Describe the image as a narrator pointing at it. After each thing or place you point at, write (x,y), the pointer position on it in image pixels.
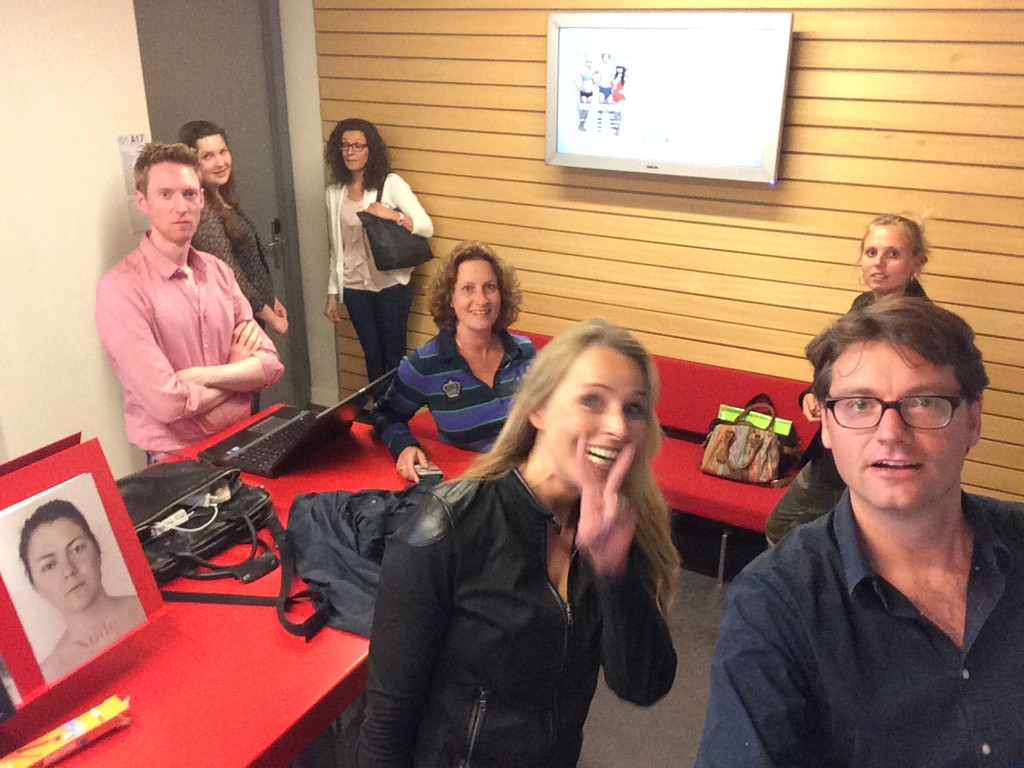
In this image there is a table (237,627), there is a depiction of a person (93,601), there are objects (321,504) on the table (272,481), there are people (175,333), there is a door (167,83) and a wall (103,430) on the left corner (190,94). There are people (730,651) in the foreground (690,688). There is floor (671,712) at the bottom (687,721). There is a bench (707,388), there are people (481,340), there is an object (696,57) on the wall (545,115) in the background (694,103).
